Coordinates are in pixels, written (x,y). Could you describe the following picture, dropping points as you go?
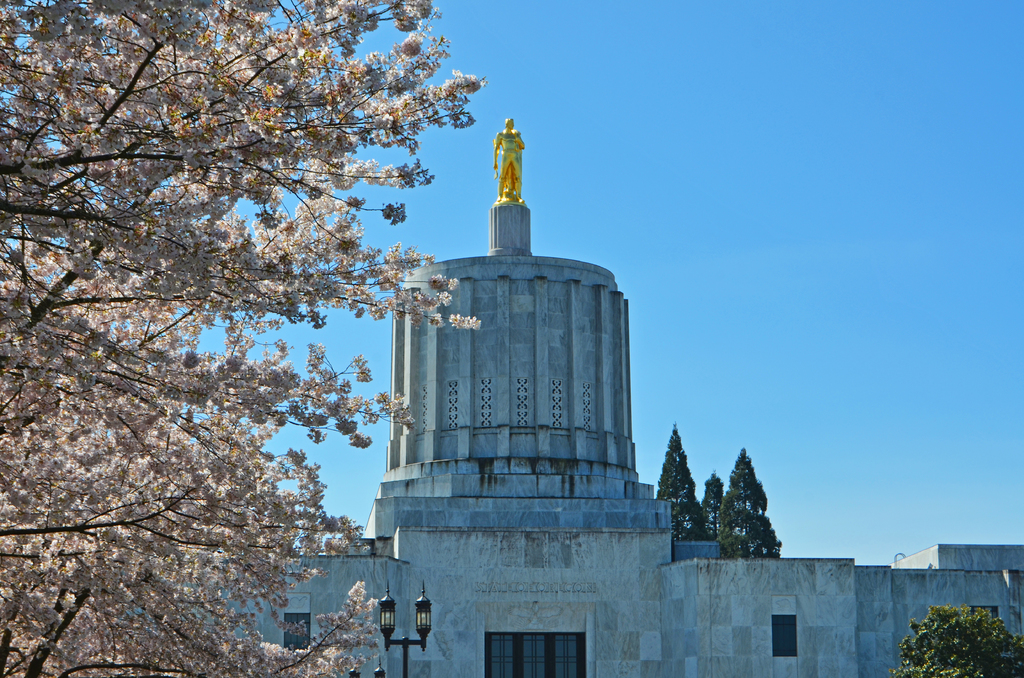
In this image there is a building (817,573) in the middle (500,367). At the top of the building (831,577) there is a statue (513,137). On the left side (96,379) there is a tree (172,311) with white color flowers (259,242). At the bottom (384,623) there are two lights (385,608). At the top (819,127) there is the sky (819,127). In the background (713,509) there are trees (693,501).
